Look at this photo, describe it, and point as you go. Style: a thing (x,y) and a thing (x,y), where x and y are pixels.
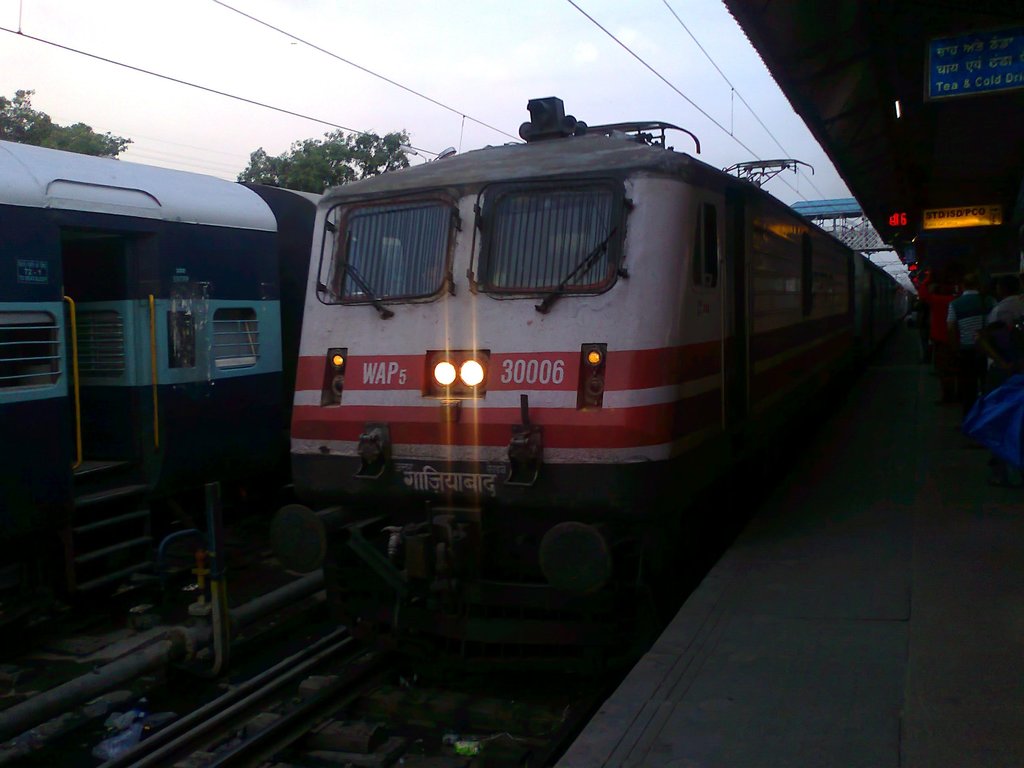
In this picture we can see there are two trains (245,459) on the railway tracks (286,663). On the right side of the image (963,315), there is a group of people (922,312) on the platform (916,499). At the top right corner of the image (939,211), there are boards (968,220) and it looks like a skywalk (859,242). At the top of the trains (441,173), there are cables (484,122). Behind the trains (329,224), there are trees (314,177) and the sky (285,81).
